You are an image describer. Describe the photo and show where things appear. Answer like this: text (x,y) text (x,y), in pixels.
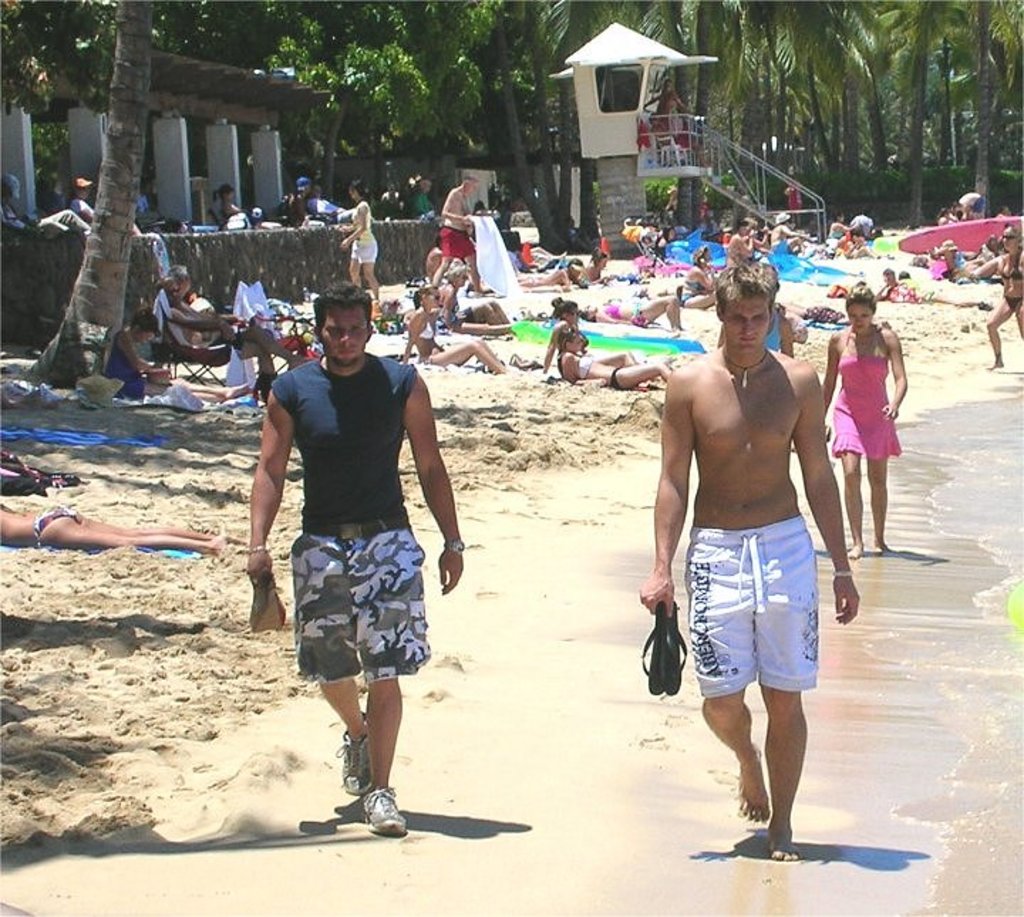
There is a beach (980,737) and a lot of people (443,304) are resting on the sand (607,295) in front of the beach (617,427) and some people (720,464) are walking on the seashore (646,900), behind the sand (524,916) there are plenty of trees (779,162).
